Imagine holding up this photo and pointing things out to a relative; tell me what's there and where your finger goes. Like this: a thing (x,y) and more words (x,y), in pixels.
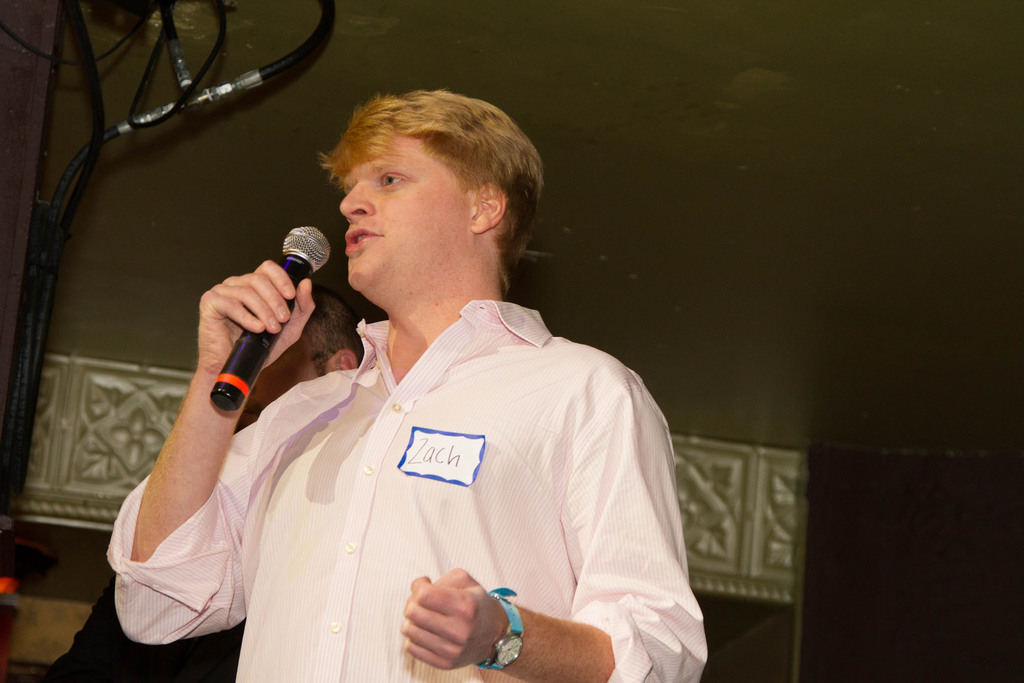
A person (458,567) in a picture holding a microphone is present in the picture and behind him there is another person (301,374) standing and behind them there are some wire (182,80) and a wall (802,491) with some designs (732,537) on it.
